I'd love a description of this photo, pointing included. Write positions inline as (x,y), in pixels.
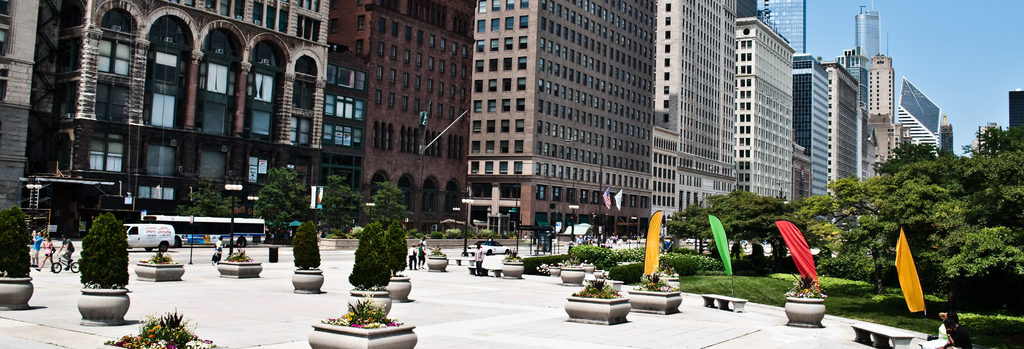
On the right side (814,213) there are many trees (851,237) and plants (675,252). And there are many benches (904,344) and pots (328,333) with plants (12,259). Also there are few people (50,248). One person (72,260) is riding a cycle (55,262). And there are benches (879,328). In the back (351,142) there are many buildings (611,90) with windows (357,109) and arches (377,144). Also there are trees (283,193) and light poles (232,213). On the right side (819,31) there is sky (899,40).
